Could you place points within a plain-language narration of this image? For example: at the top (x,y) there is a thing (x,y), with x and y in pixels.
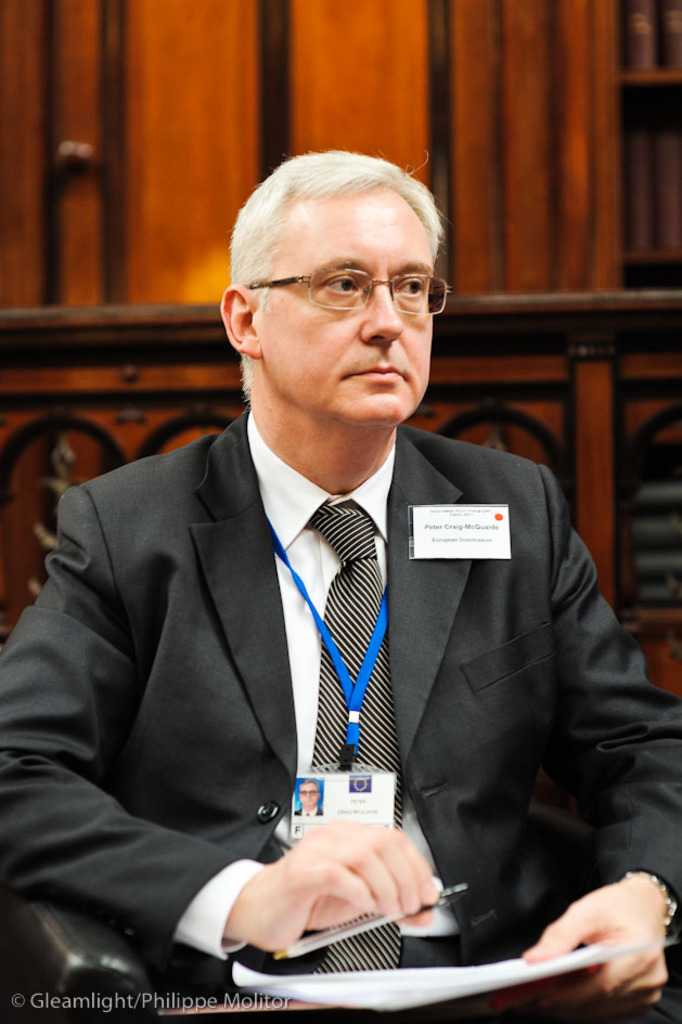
In the picture we can see a man (152,835) sitting in the chair (49,970) and he is in blazer (665,843), tie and shirt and he is holding a pen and a paper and behind him we can see the wooden wall (401,44) with some designs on it.
